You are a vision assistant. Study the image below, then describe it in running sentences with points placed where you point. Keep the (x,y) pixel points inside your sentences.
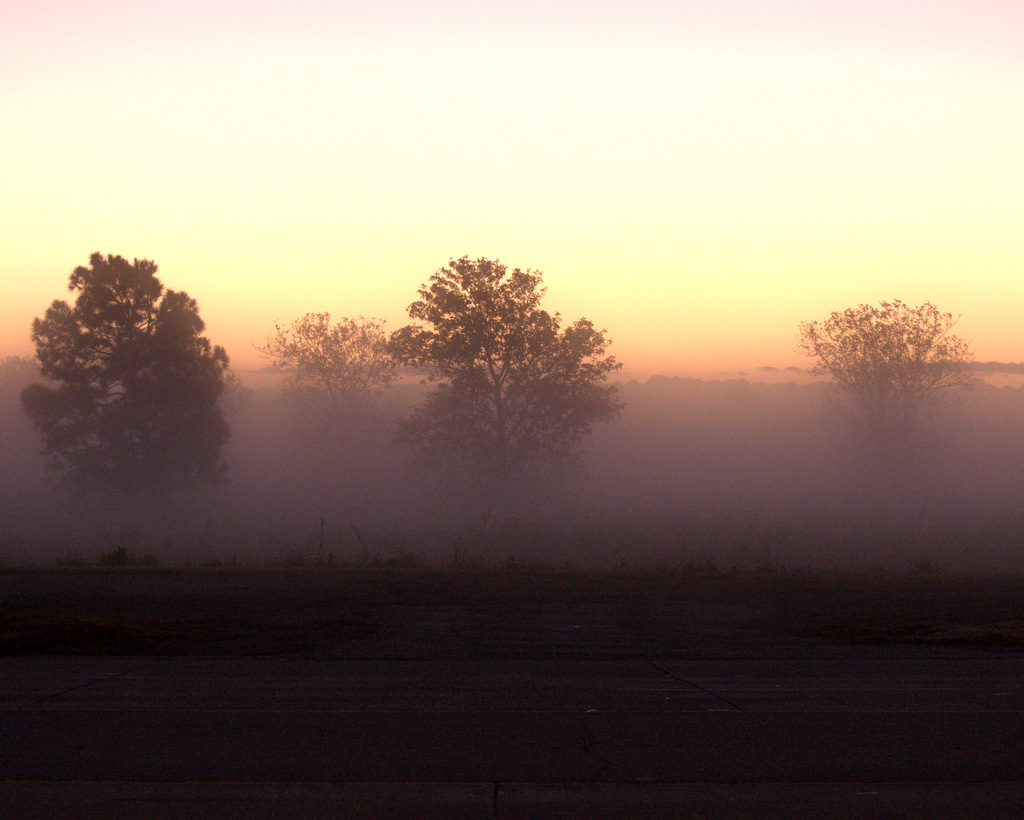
In this picture we can see many trees (927,335). In the bottom (335,729) we can see the road (429,710). On the right (698,405) we can see the fog (615,427). At the top (603,55) there is a sky (411,72).
